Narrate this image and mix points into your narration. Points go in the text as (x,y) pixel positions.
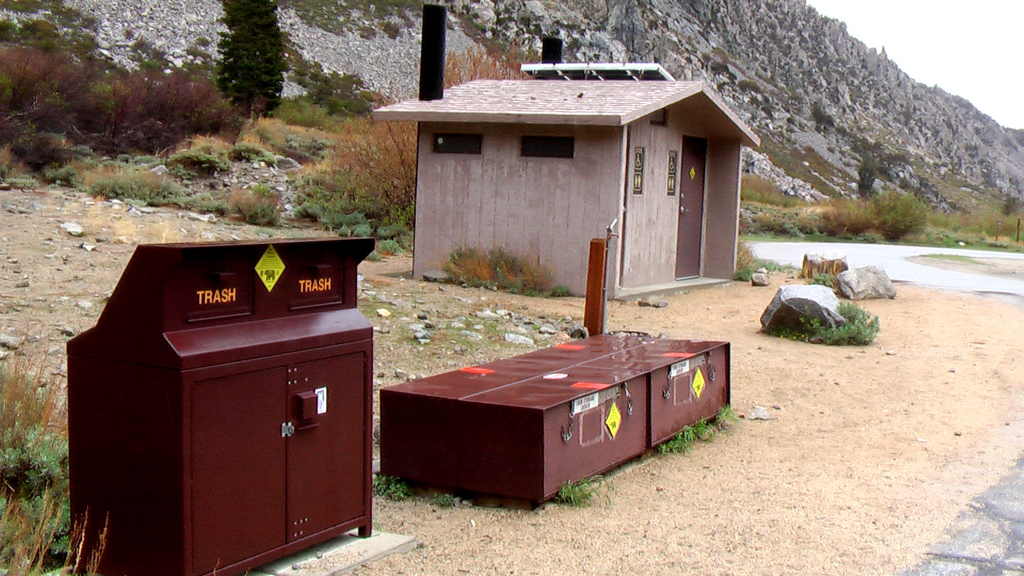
In the center of the image (495,223) we can see a hut (544,131), some trees (249,55), plants (362,232), boxes (506,411), rocks (814,313) are there. In the background of the image (861,119) hills (841,98) are there. At the bottom of the image (929,481) ground (970,482) is there. At the top right corner of the image (968,38) sky (919,61) is there.
